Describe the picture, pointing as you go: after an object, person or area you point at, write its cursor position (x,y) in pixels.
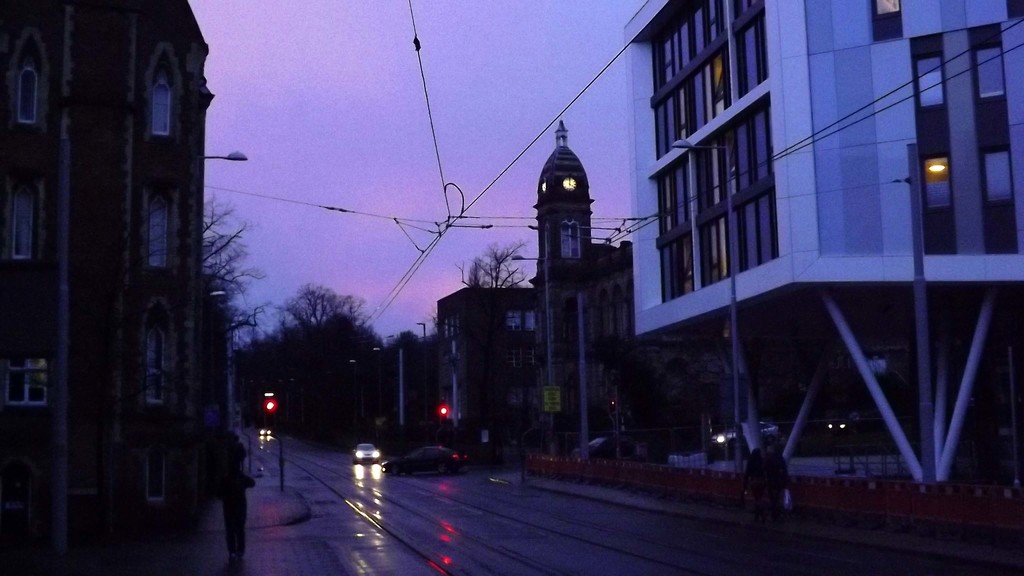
In the picture we can see a road (418,542) on it, we can see two cars (366,462) and on the other sides of the building (39,293) we can see a path (283,550) with poles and buildings (177,518) and into the buildings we can see the windows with glasses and some trees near it and behind it we can see a sky (394,186).
